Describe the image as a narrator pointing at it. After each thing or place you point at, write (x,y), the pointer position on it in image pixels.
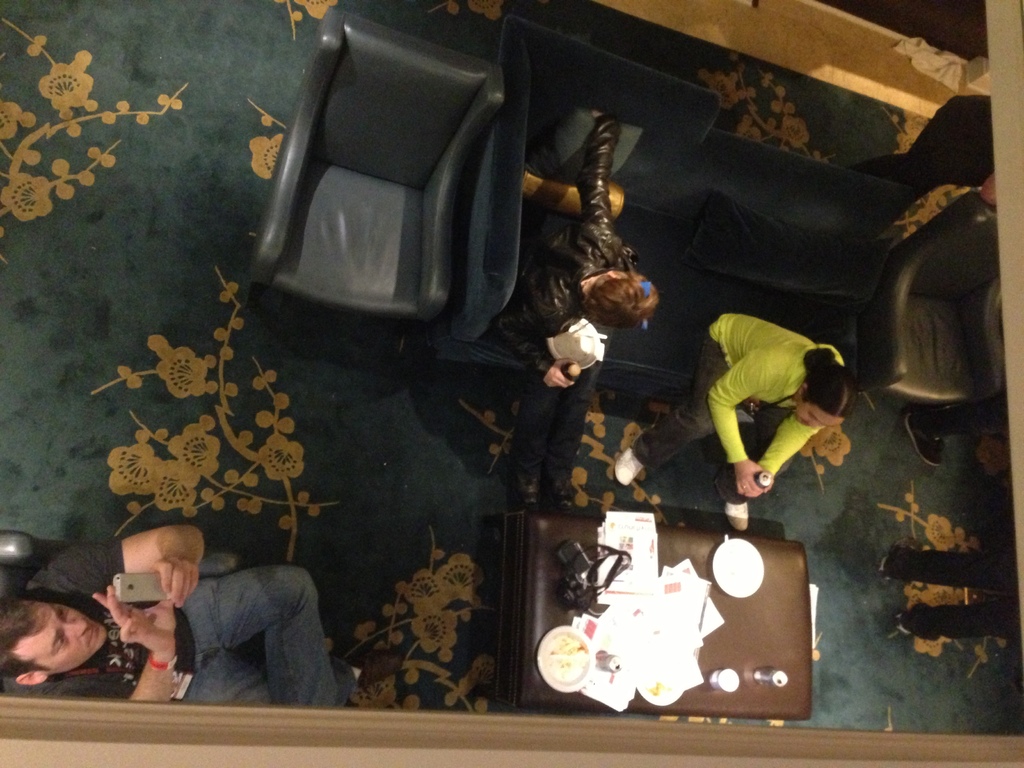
In this image i can see three persons (157,529) who are sitting on the couch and at the bottom of the image (705,667) there is a table (750,627) on which there are some objects (621,634).
